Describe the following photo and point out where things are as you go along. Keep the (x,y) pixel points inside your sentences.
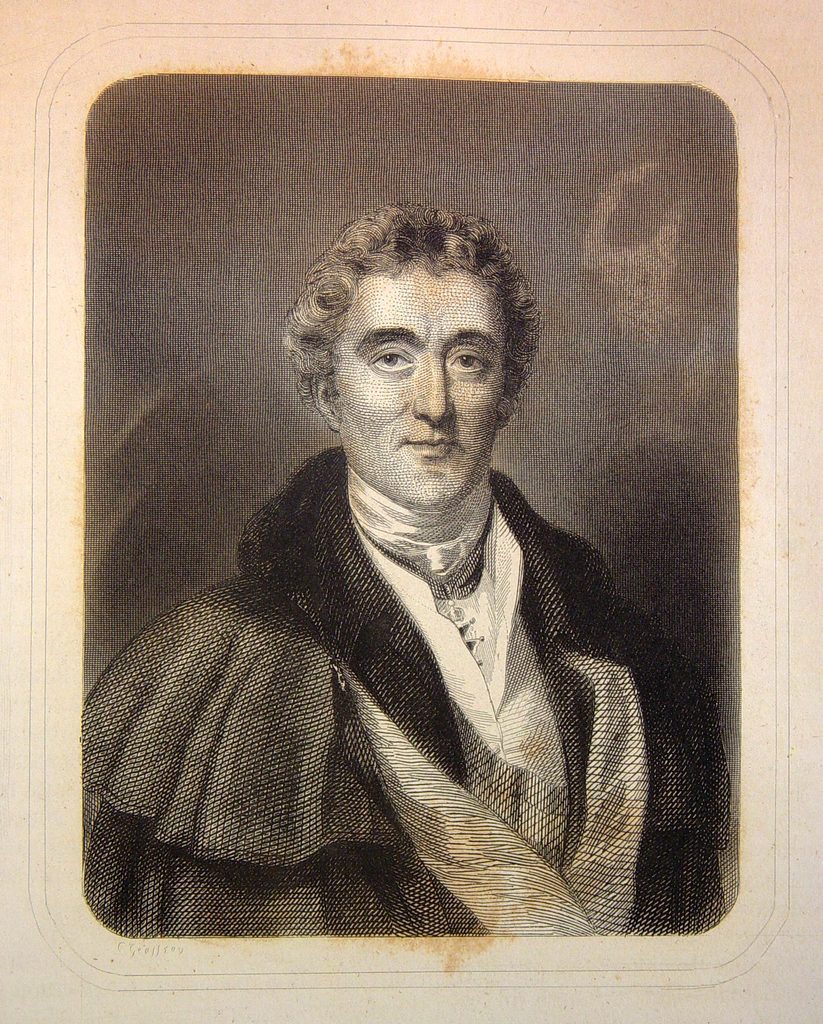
In this picture I can see a man (475,795).
